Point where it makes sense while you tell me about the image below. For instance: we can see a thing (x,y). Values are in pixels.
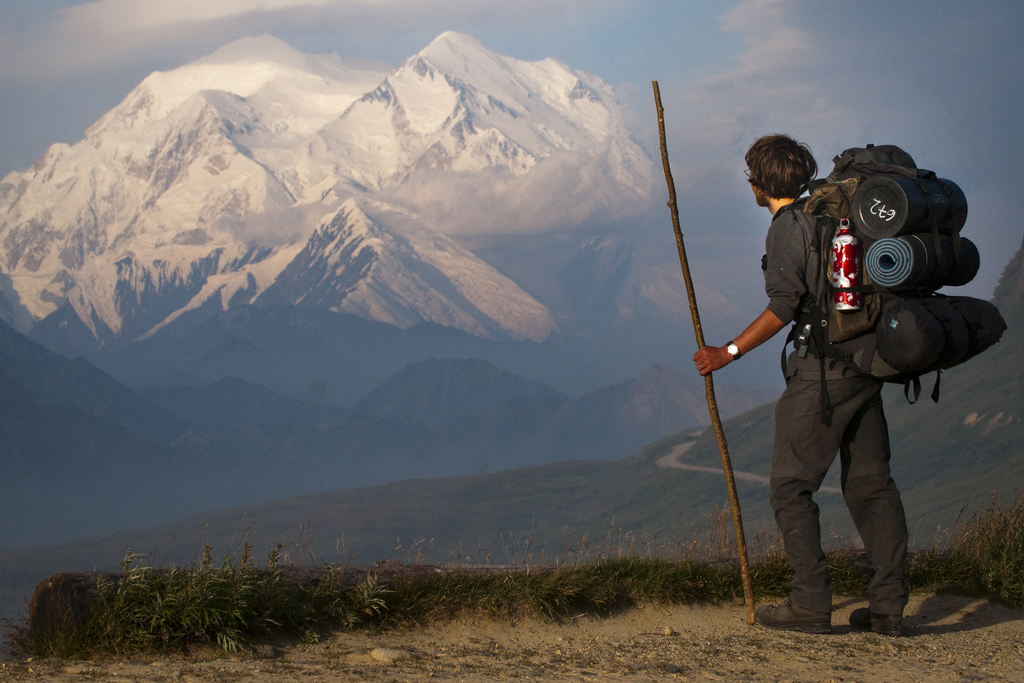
In this picture we can see a person (749,160) carrying a backpack (817,196) and holding a stick (661,117) and standing on the ground (877,637) and in front of this person (826,610) we can see a path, grass (993,553), mountains (530,433), plants (187,597) and in the background (725,201) we can see the sky (678,102) with clouds (737,148).
